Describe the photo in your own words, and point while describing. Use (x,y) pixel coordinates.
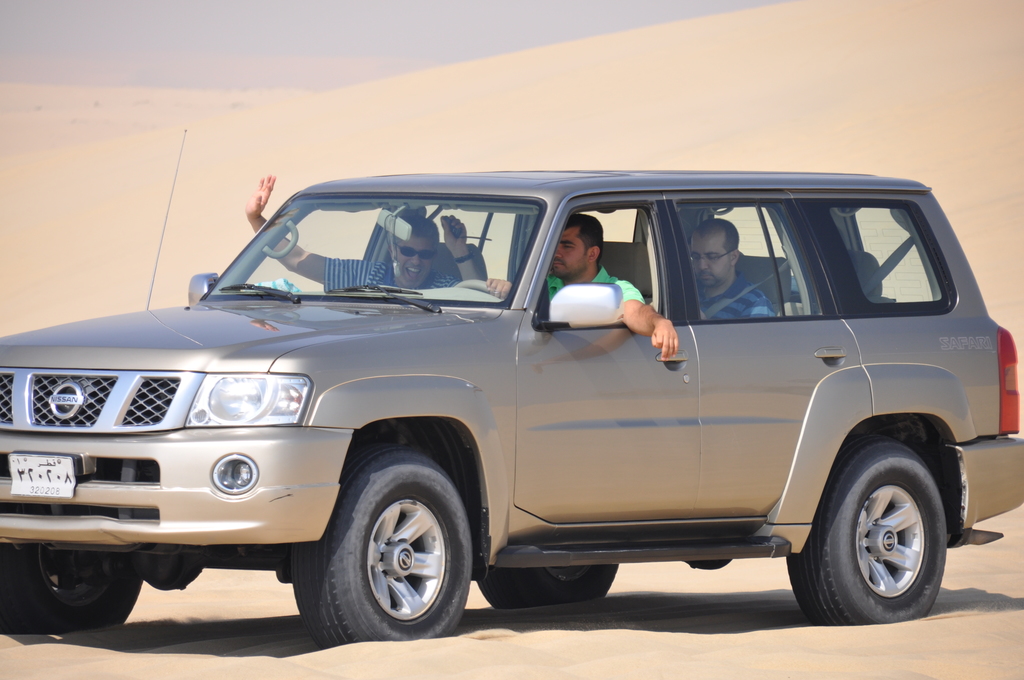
in the car (650,205) there are 3 people (715,295) sitting. the person (460,240) at the left (332,266) is putting his hands (262,191) up. they are in the desert (61,285).
